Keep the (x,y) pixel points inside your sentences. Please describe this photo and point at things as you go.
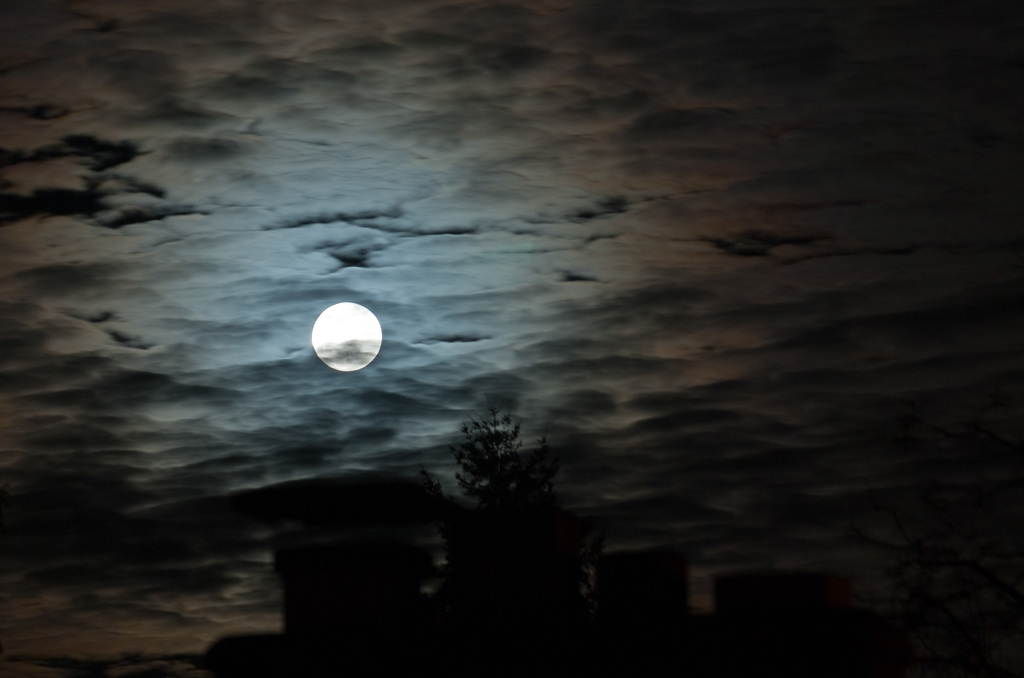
In this image I can see a tree (508,461) and few other object's shadow (785,655). In the background (299,322) I can see the moon (323,322) which is white in color and the sky (552,283).
